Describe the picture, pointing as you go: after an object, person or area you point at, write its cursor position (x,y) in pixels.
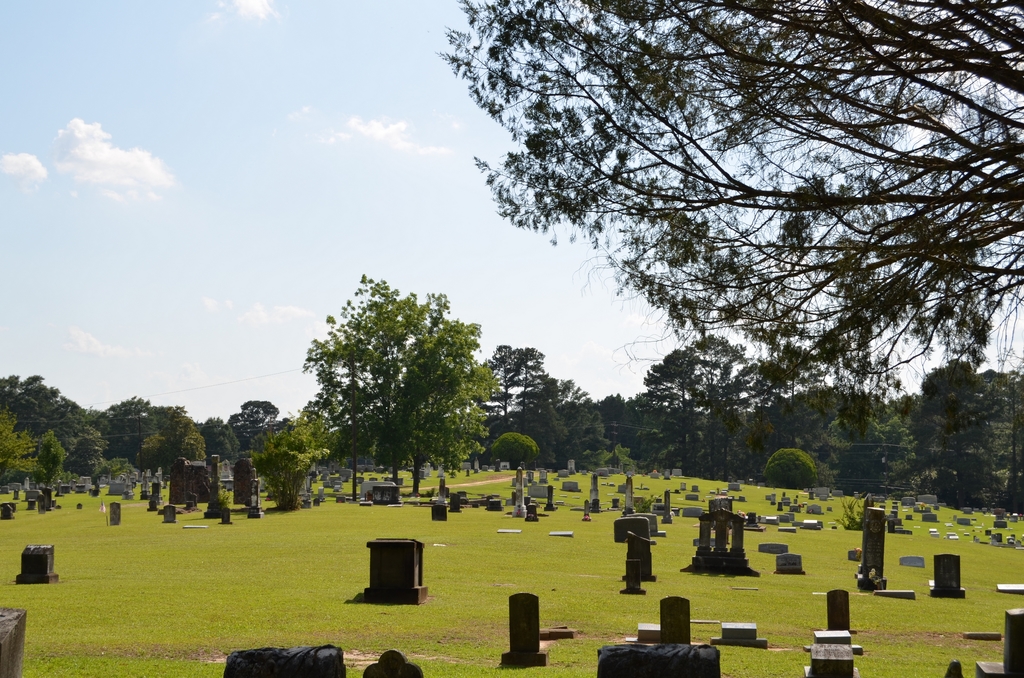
This picture is clicked outside. In the foreground (104,590) we can see the graves (840,622) of the persons and we can see there are some objects (519,529) placed on the ground (227,550), the ground (448,535) is covered with the green grass (431,536) and we can see the plants (305,474) and trees (483,405). In the background (443,257) we can see the sky (336,169).
